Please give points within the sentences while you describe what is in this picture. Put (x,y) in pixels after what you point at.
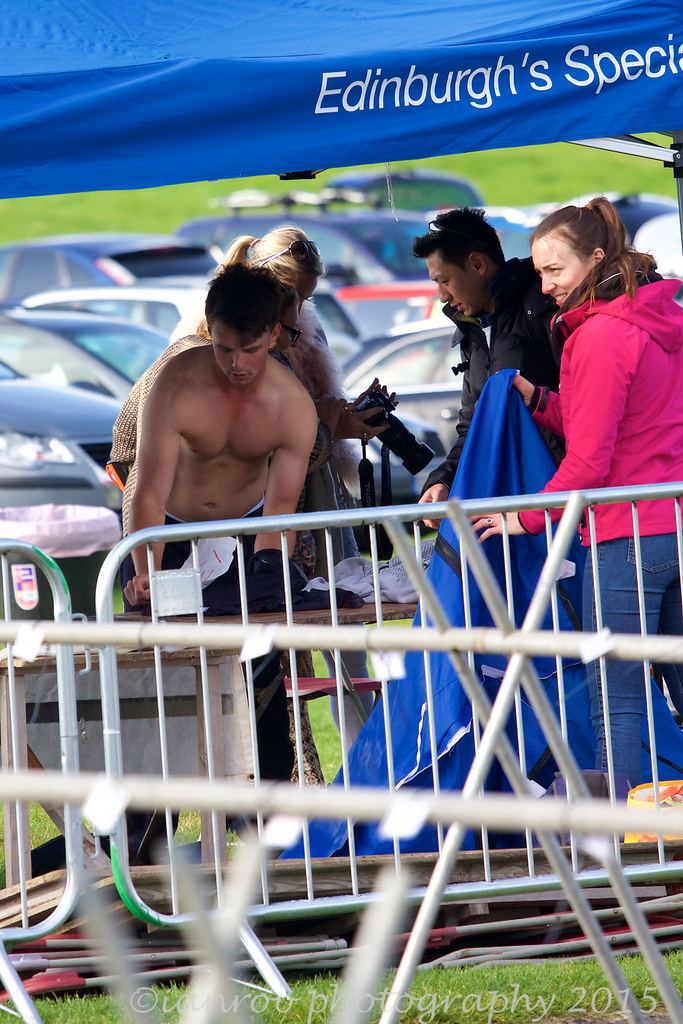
In this picture we can see poles (439,851), grass (622,184) and barricades (25,549). There are people (215,451) and we can see clothes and objects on the table (204,776), tent (217,4) and vehicles (399,237). At the bottom of the image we can see text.
